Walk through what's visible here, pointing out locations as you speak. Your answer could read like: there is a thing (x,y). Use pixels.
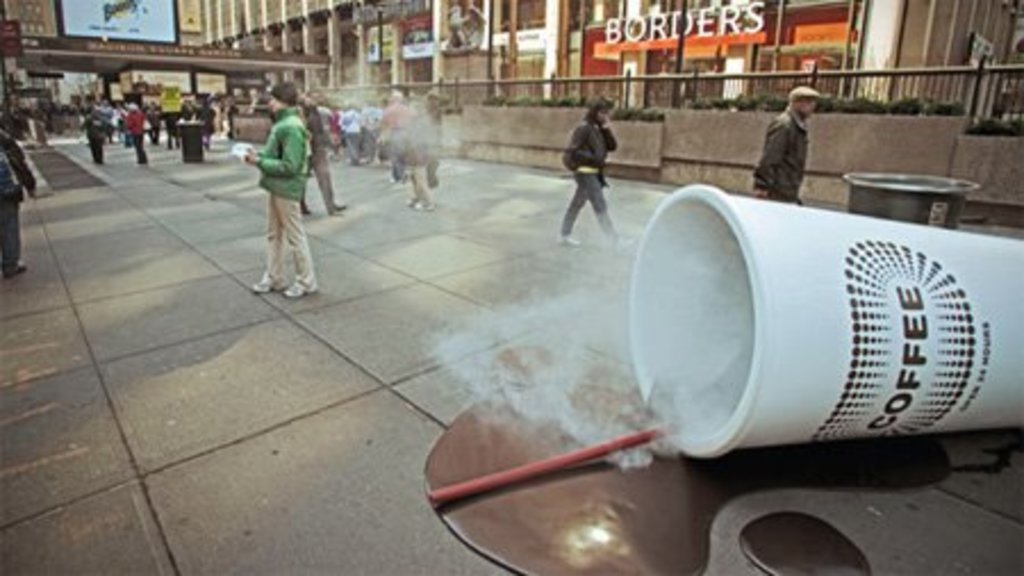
This is an outside view. On the right side (708,301) there is a cup (727,348) and a straw (567,458) on the ground (881,504). In the background (136,118) there are few people (312,140) walking on the ground (397,242) and people (292,191) are standing. At the top of the image (340,37) there is a building (575,24). In front of this building (878,40) there is a railing (741,91). In the top left-hand corner (131,19) there is a screen (120,20).
